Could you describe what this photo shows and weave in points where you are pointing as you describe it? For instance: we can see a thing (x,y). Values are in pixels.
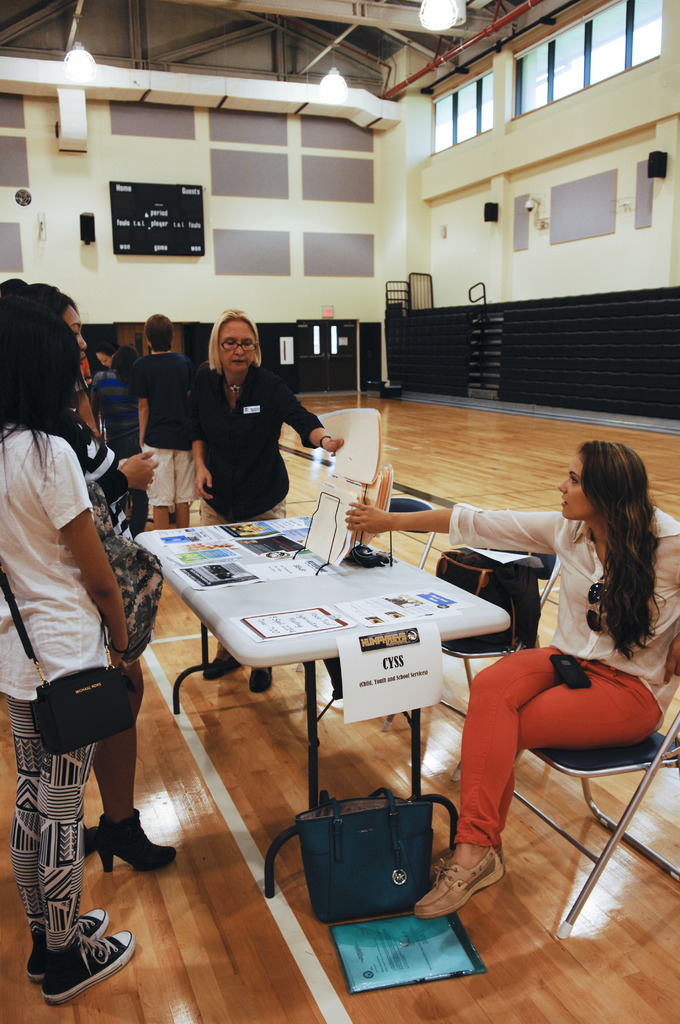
here in this picture we can see a stadium (430,712), here we can also see a chair (617,750), woman (633,718) is sitting, we can see some women (94,454) standing near the table (160,551).
